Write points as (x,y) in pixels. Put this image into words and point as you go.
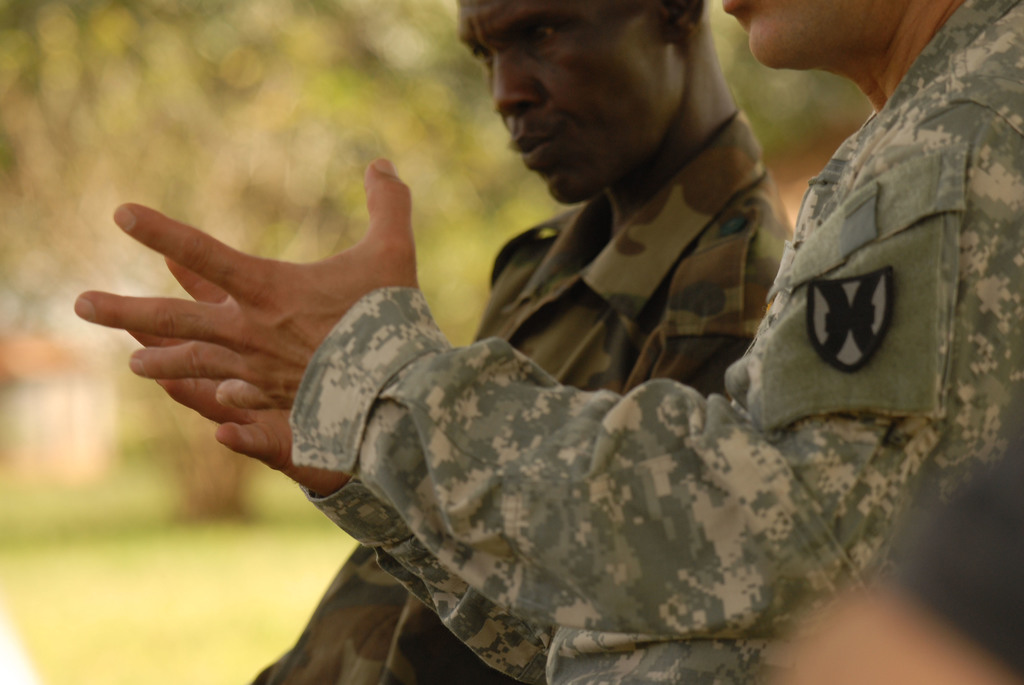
In this picture there are two army persons (721,209) who are wearing the army uniforms (661,403). In the back (453,160) it might be the trees (143,186) and buildings (53,399). In the background (64,353) I can see the blur image.
